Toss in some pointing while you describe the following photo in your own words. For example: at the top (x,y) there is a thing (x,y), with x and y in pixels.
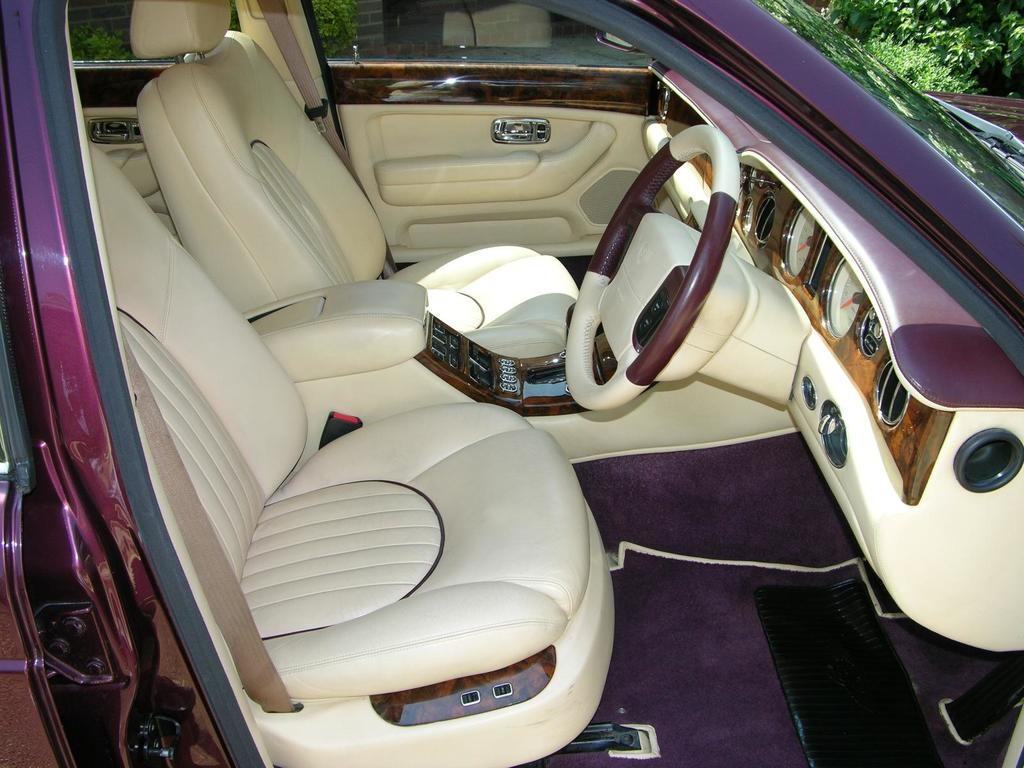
In the foreground of this image (293,410), there is a purple car (981,462), where we can see two seats (508,556), a steering (681,324), mat (713,627), meters (794,236) and the door (526,88). On the right top (954,33), there is the greenery (940,62).
